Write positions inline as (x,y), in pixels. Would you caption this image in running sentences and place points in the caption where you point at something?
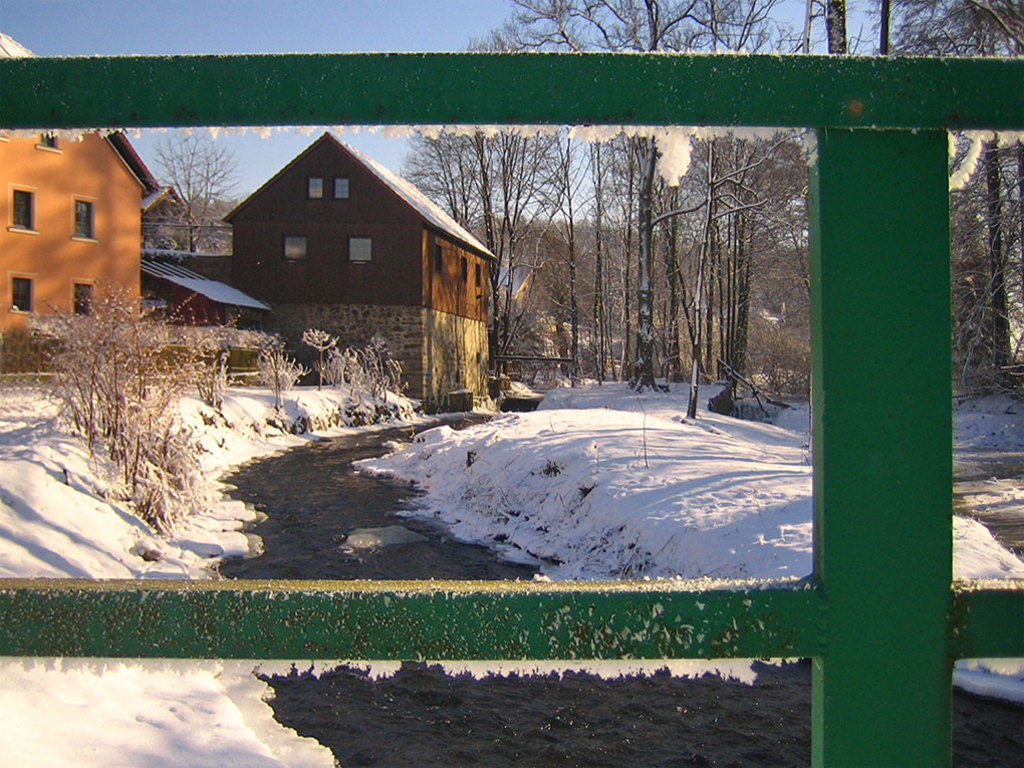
In this picture there is a green railing (522,117) in foreground of the image (656,602), from which we can see, there are houses (319,299), plants (126,440), and trees (639,199), which are covered with snow (50,475) and there is snow (294,404) in the center of the image (528,392).
